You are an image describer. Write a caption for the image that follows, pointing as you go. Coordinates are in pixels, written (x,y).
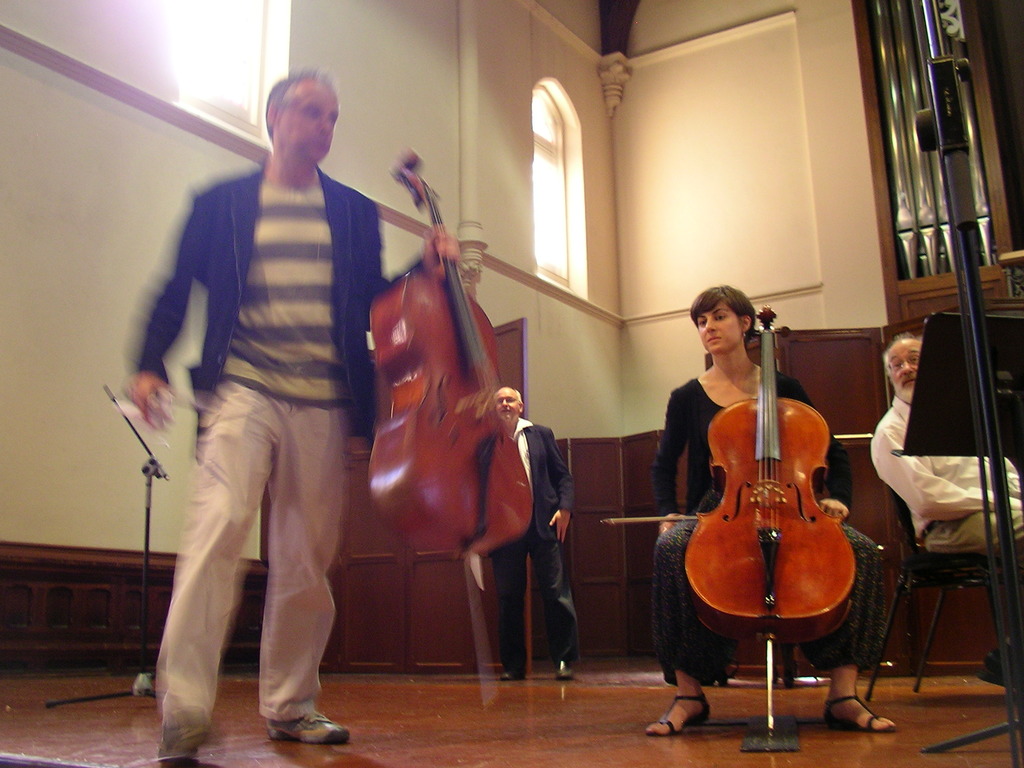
In the image few people (349,278) are standing and sitting and holding some musical instruments (459,355). Behind them there is wall (193,119).
